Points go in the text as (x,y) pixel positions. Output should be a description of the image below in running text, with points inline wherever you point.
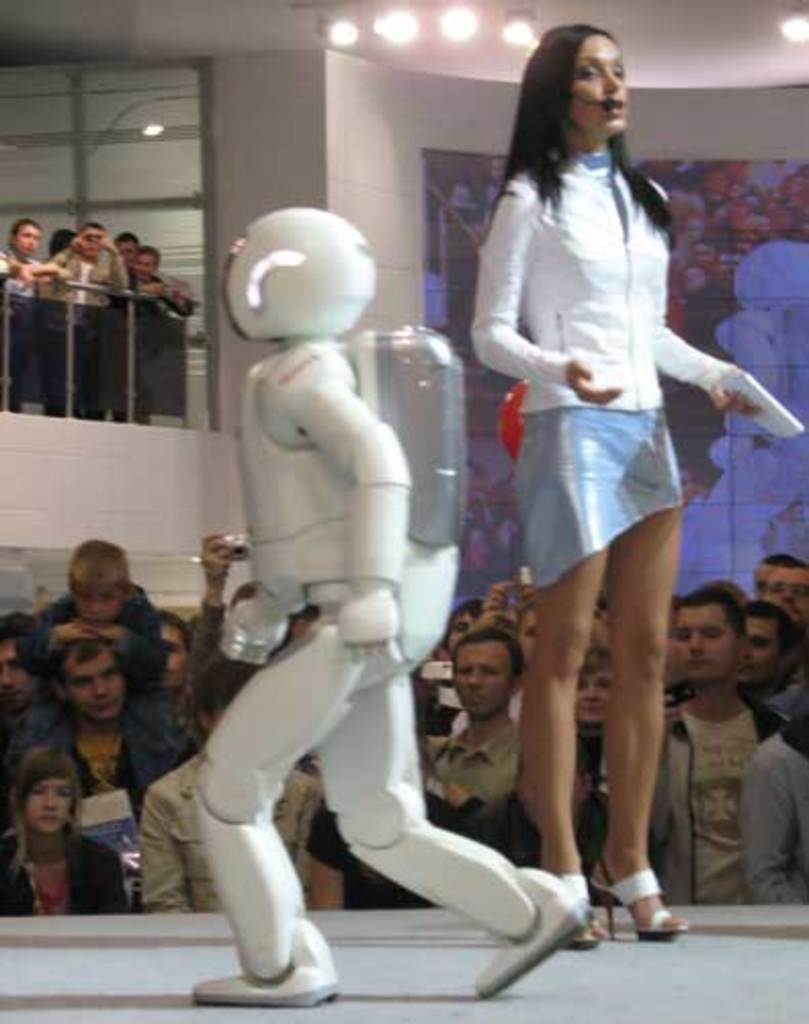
In this image there is one robot (306,431) and one woman (526,427) is standing and talking, and in the background (9,732) there are group of people (747,709) some of them are holding cameras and there is a railing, wall (296,134), lights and board (464,173). At the bottom (788,912) there is floor (601,1002) and on the left side (156,144) there is a window (156,144) and some people (108,337) are standing.
